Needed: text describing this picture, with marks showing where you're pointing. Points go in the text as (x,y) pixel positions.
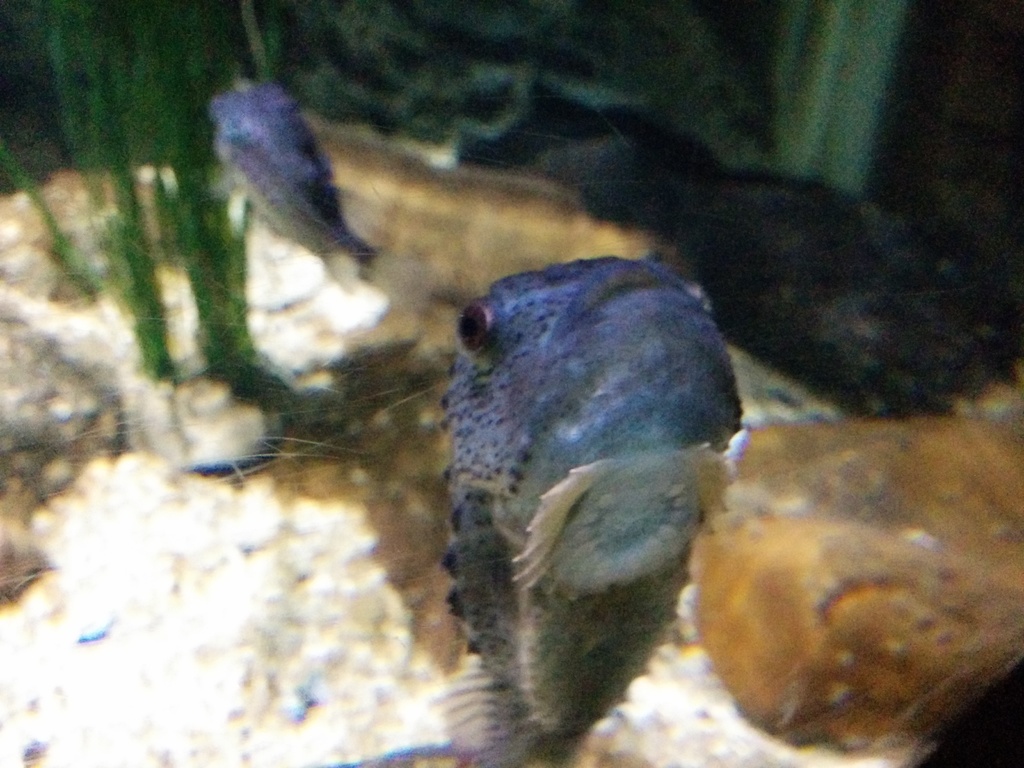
In the picture there is an aquarium (388,462), there are two fishes (648,353) present.
